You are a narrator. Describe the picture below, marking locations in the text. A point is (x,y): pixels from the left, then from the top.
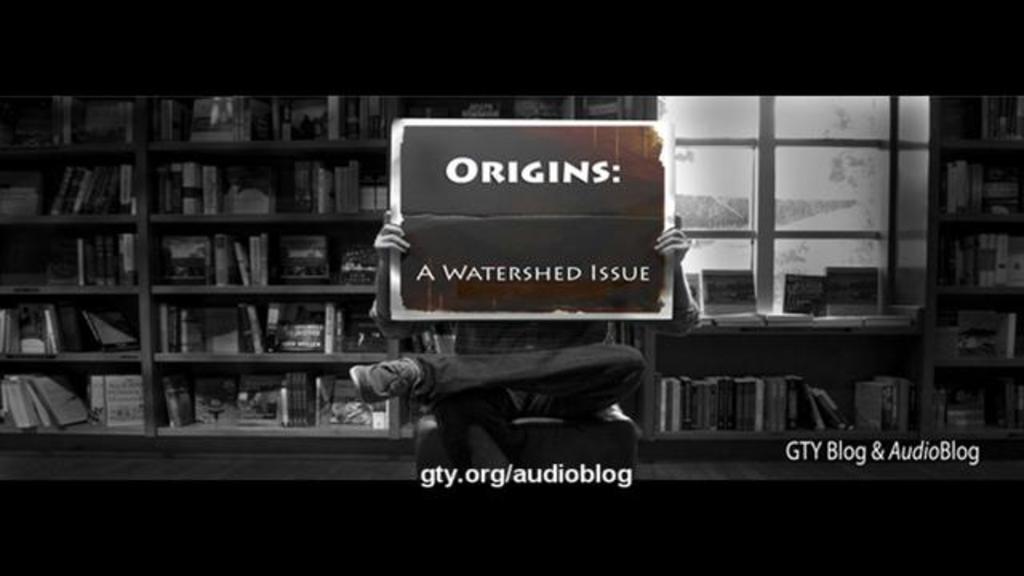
In the middle of the image (614,362) there is a person (516,374) sitting in the chair (422,421) and holding the poster (546,158) in their hands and on the poster (468,263) there is something written on it. Behind them there is a cupboard (268,140) with many books (982,240) in it. And also there is a window (834,220) at the right side of the image (771,235). Below the person (458,407) there is a website address (491,481). And at the right bottom of the image (879,440) there is a name (930,444).
